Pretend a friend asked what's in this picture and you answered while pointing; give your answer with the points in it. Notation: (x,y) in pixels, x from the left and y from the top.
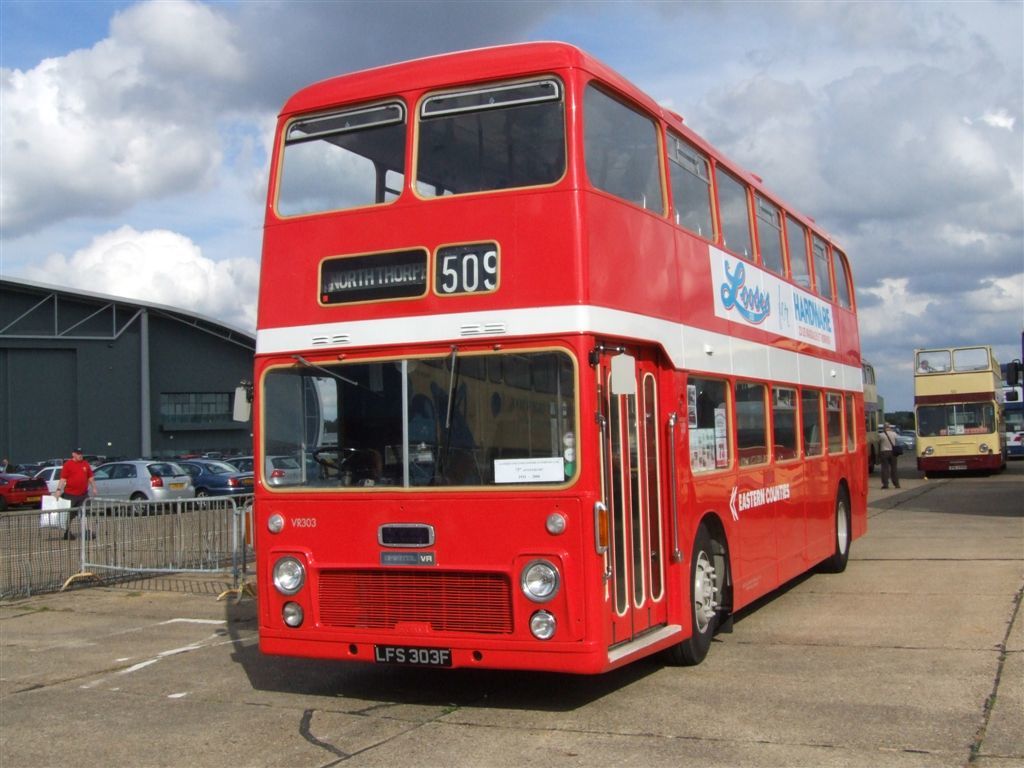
In this image, we can see vehicles (585,471) on the road (595,674) and there are railings (150,551) and we can see people (81,470), one of them is holding a bag (59,504) and the other is wearing a cap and we can see a shed (151,381). At the top (641,75), there are clouds (222,83) in the sky (713,117).
